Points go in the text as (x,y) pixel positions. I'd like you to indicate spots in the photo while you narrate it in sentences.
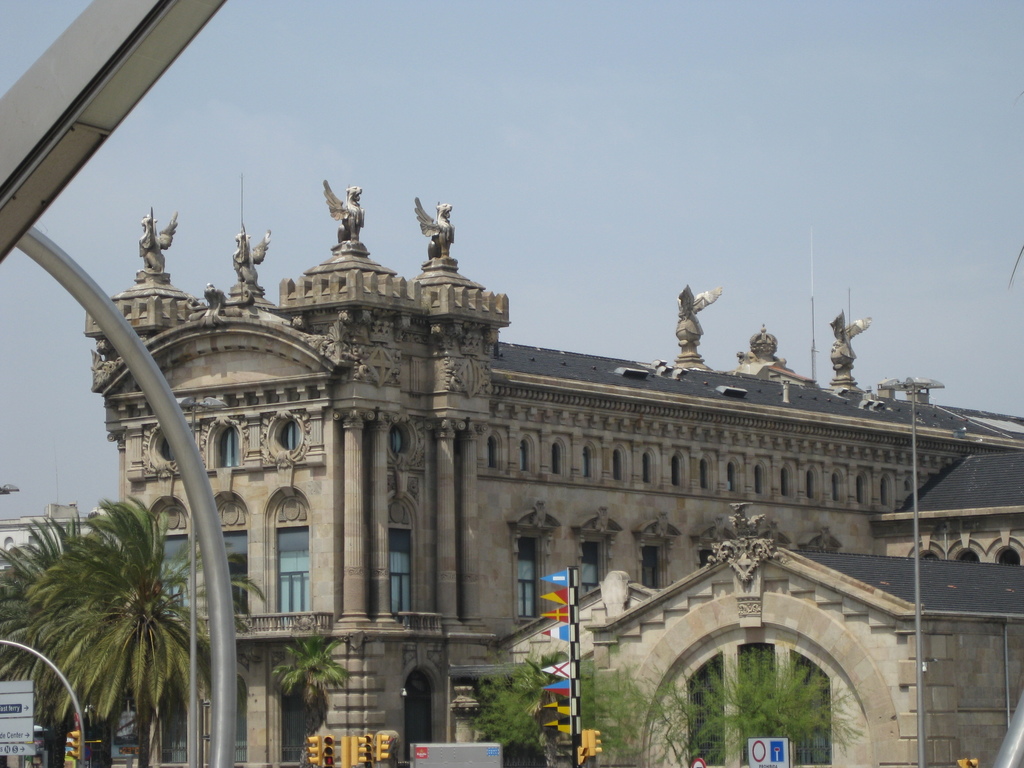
In this image there are flags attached to a pole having traffic lights (598,740). Left side (23,198) there is a lamp (129,89) attached to a pole (212,554). Bottom of the image (69,743) there are traffic lights (75,744) and boards (11,699) are visible. Left side there is a traffic light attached to the pole (84,731). Beside there is a board (13,745) having some text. Right side (915,392) there is a street light (915,424). Background (898,444) there are trees (52,656) and buildings (501,562). Top of the image (640,107) there is sky (674,166). There are sculptures (444,249) on the building (509,396).
